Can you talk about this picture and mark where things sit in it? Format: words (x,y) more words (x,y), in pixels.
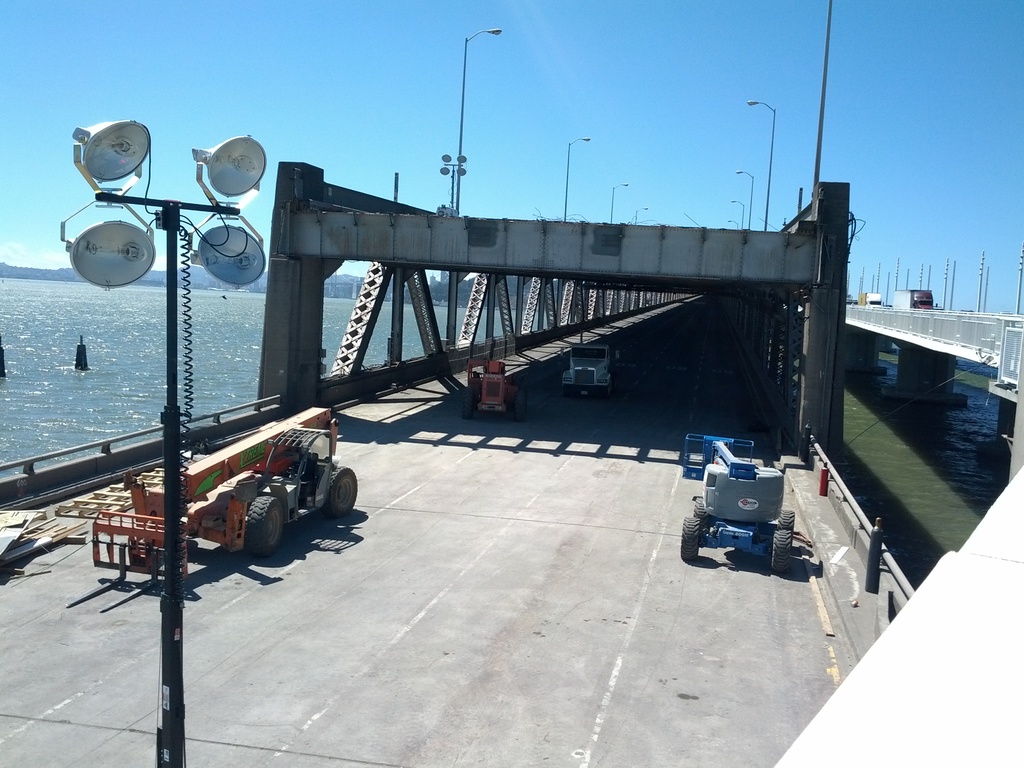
In this image we can see few vehicles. There are two bridges (775,365) in the image. We can see the sky (273,46) in the image. We can see the sea (82,395) in the image. There are many lights (236,176) in the image. We can see few street lights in the image.
